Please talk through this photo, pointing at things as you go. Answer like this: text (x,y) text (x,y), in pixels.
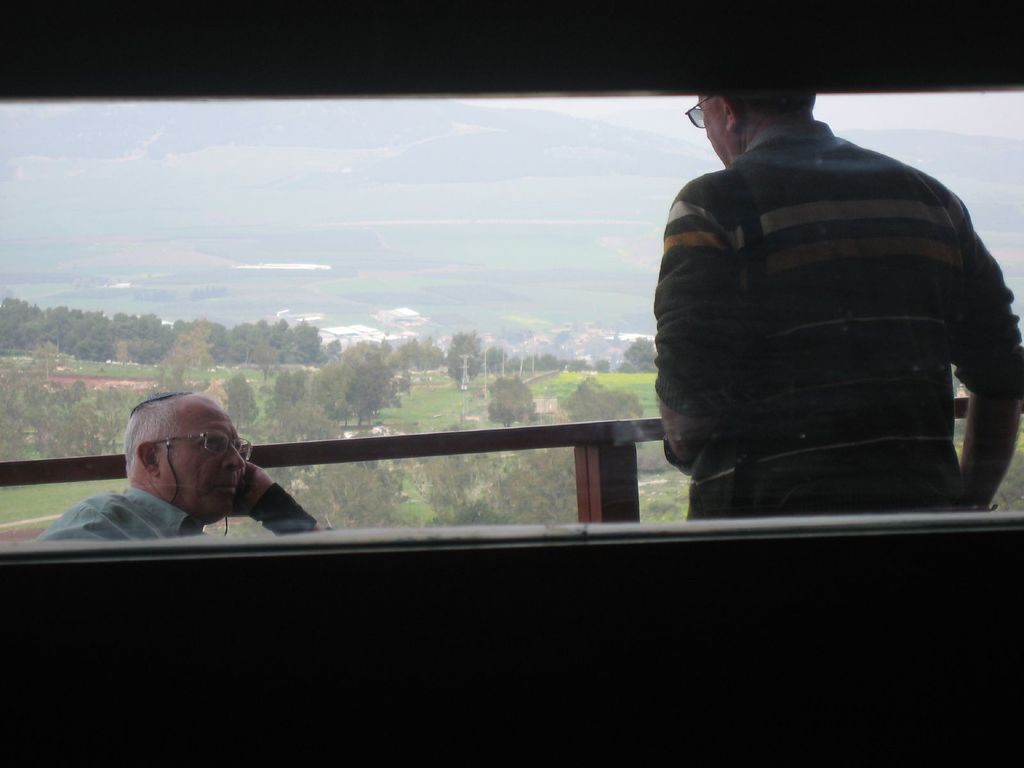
On the left side (205,437), there is a person (153,467) in a shirt (121,499), wearing a spectacle (213,449) and sitting. On the right side (961,482), there is a person (729,109) wearing a spectacle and standing. Beside them, there is a fence (594,433). In the background (600,344), there are trees (305,406) and plants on a ground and there is a mountain (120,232).
